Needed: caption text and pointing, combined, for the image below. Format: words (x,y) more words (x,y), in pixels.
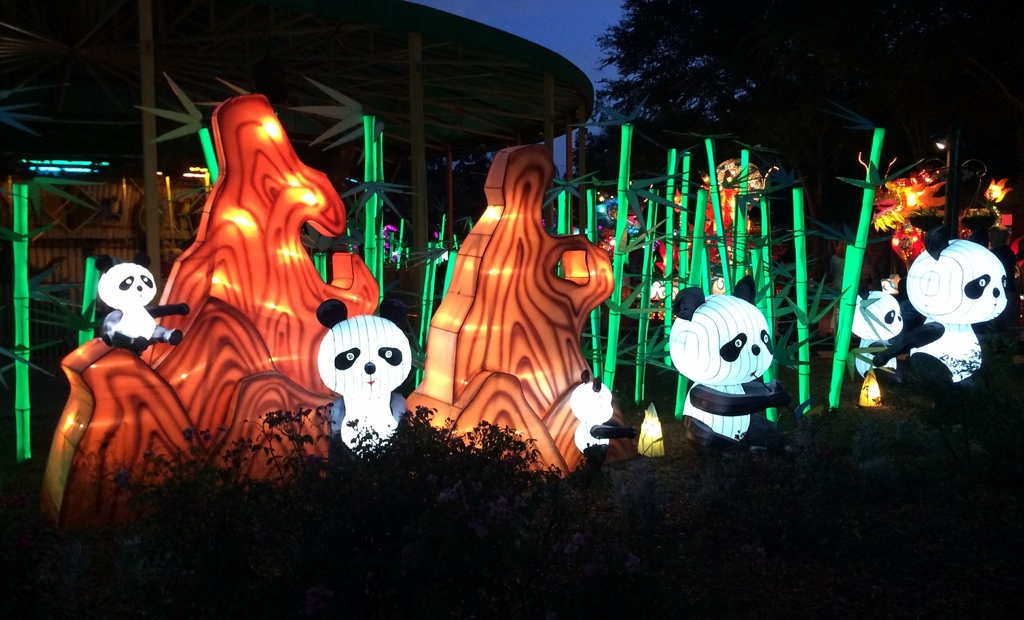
In the picture we can see plants (607,613) behind it, we can see some light dolls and sticks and beside it, we can see some trees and behind the dolls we can see some shed (503,108) with poles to it and in the background (595,39) we can see a sky (549,31).
